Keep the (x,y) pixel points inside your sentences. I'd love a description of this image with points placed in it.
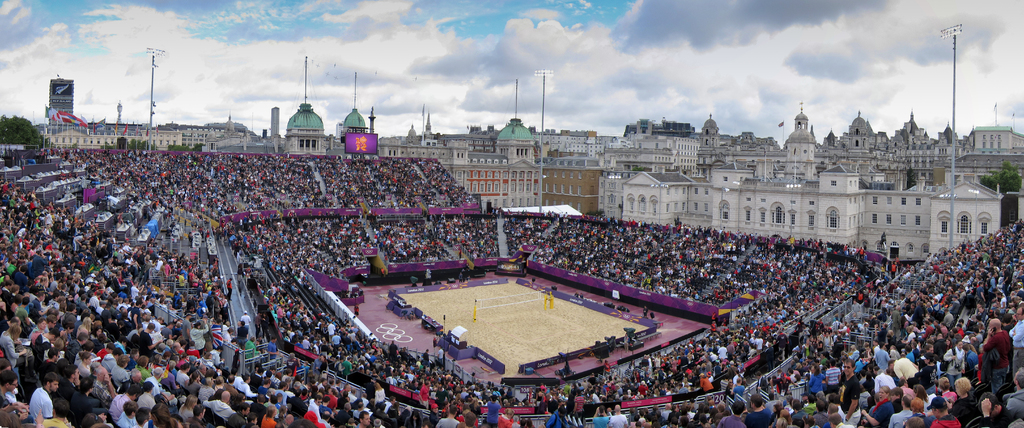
In this picture I can see a playground (524,317) in the middle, a lot of people (449,224) are there around this ground (490,319), it looks like a stadium (441,351). In the background (702,218) there are buildings (853,145), on the left side (18,139) I can see some trees (31,127), flags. At the top (543,52) there is the sky (596,56).
